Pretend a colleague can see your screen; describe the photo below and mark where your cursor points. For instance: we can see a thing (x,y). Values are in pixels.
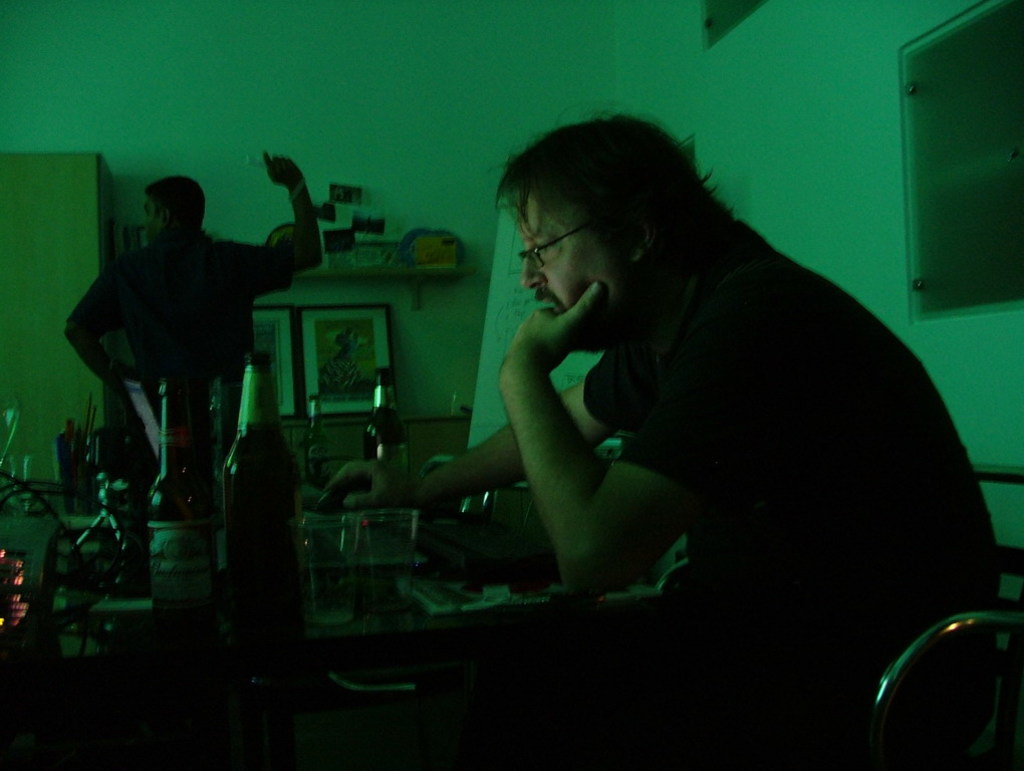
At the bottom of the image (685,764) a man (647,561) is sitting and watching. In front of him there is a table (152,649), on the table (153,663) there are some bottles (179,614) and glasses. Behind the table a man (242,362) is standing and there is a board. Behind him there is a wall (379,31), on the wall (334,21) there are some frames (358,344).
